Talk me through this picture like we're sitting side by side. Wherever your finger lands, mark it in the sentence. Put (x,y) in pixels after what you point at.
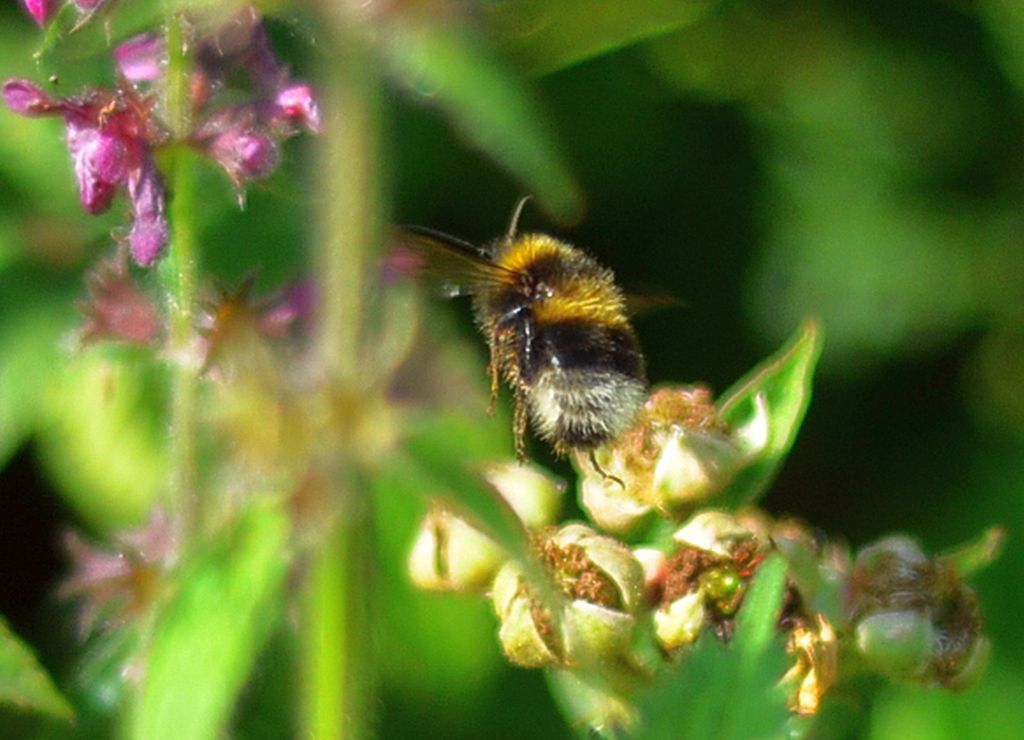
In this image we can see a bee (542,289) on the flowers (672,475) of a plant (501,475).
